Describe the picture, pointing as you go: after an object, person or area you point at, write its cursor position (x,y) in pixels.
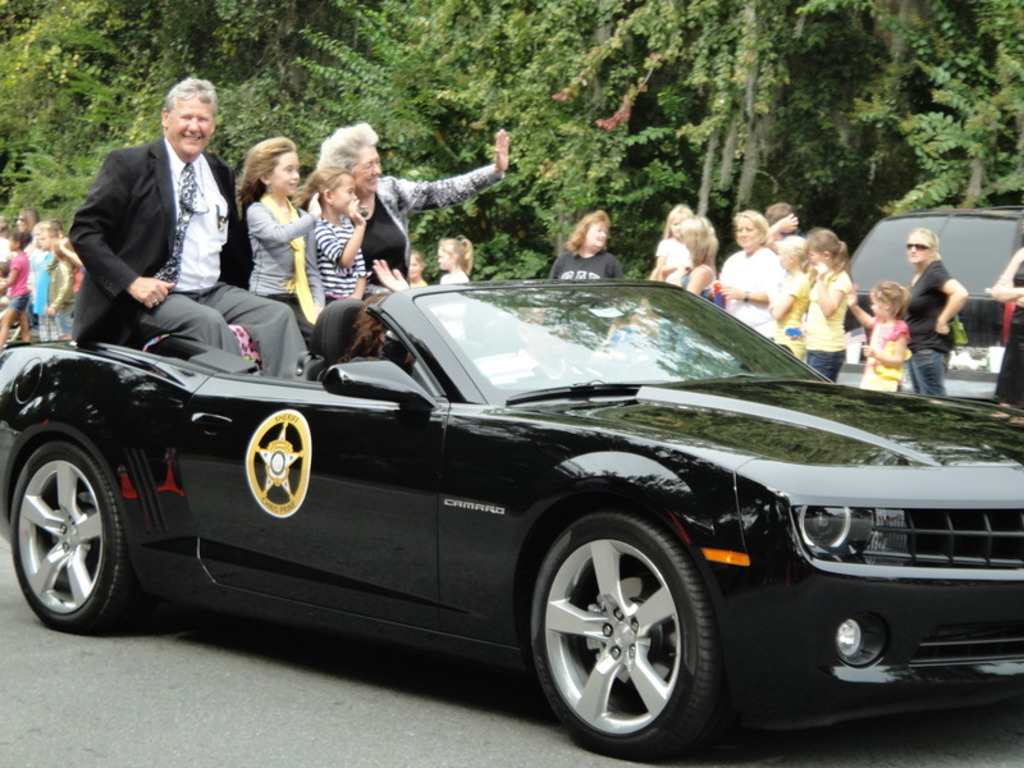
In this image I can see a car (276,557) and few people (355,240) in it. In the background (1015,339) I can see few more people (917,244) and a vehicle (961,264). Here I can see number of trees (405,90). I can also see smile on few faces (195,147).
